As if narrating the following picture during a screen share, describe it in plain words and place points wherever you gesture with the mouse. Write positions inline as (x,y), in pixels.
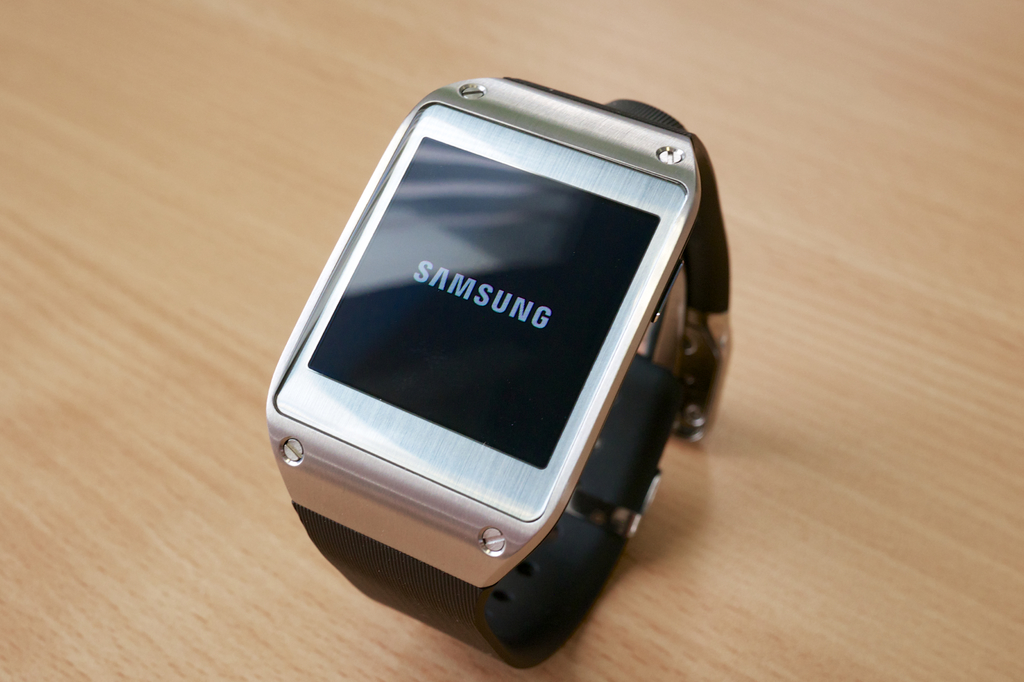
This is the wrist digital watch (497,217), where the brand name Samsung (546,309) written on it.
